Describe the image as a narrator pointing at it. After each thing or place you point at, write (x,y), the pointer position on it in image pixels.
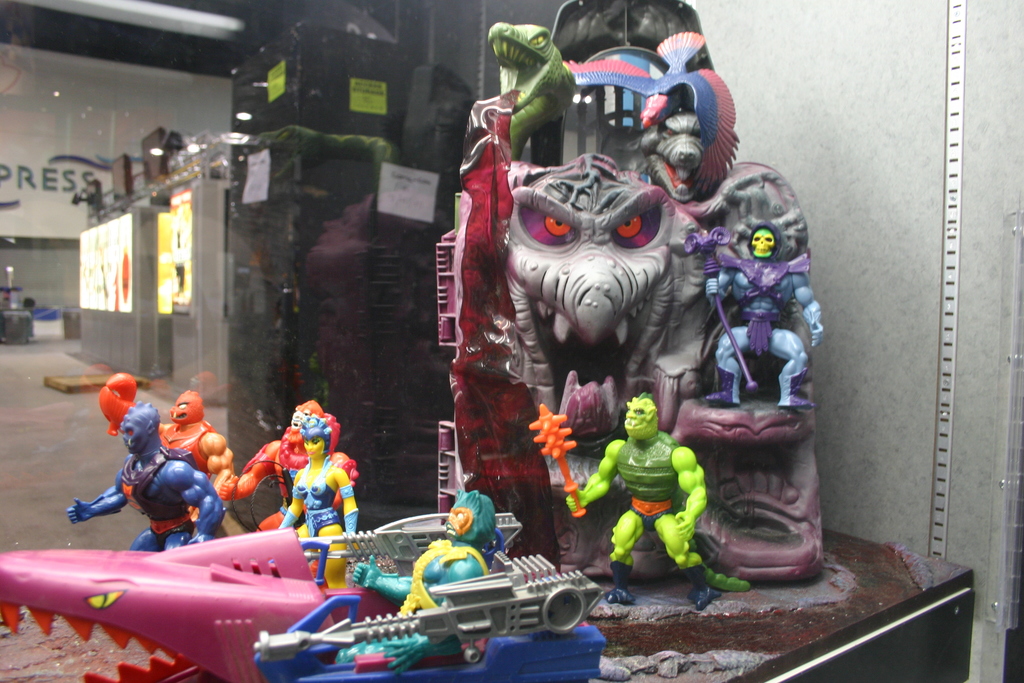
In this image, we can see a sculpture (526,443) and there are toys (487,615) on the table (859,579). In the background (936,112), there is a wall (924,87) and we can see a frame (943,237) and a glass (184,255) through the glass (205,208) we can see posts (215,187), lights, screens (130,284) and there are some boards (30,188). At the bottom (43,467), there is floor (78,373).
